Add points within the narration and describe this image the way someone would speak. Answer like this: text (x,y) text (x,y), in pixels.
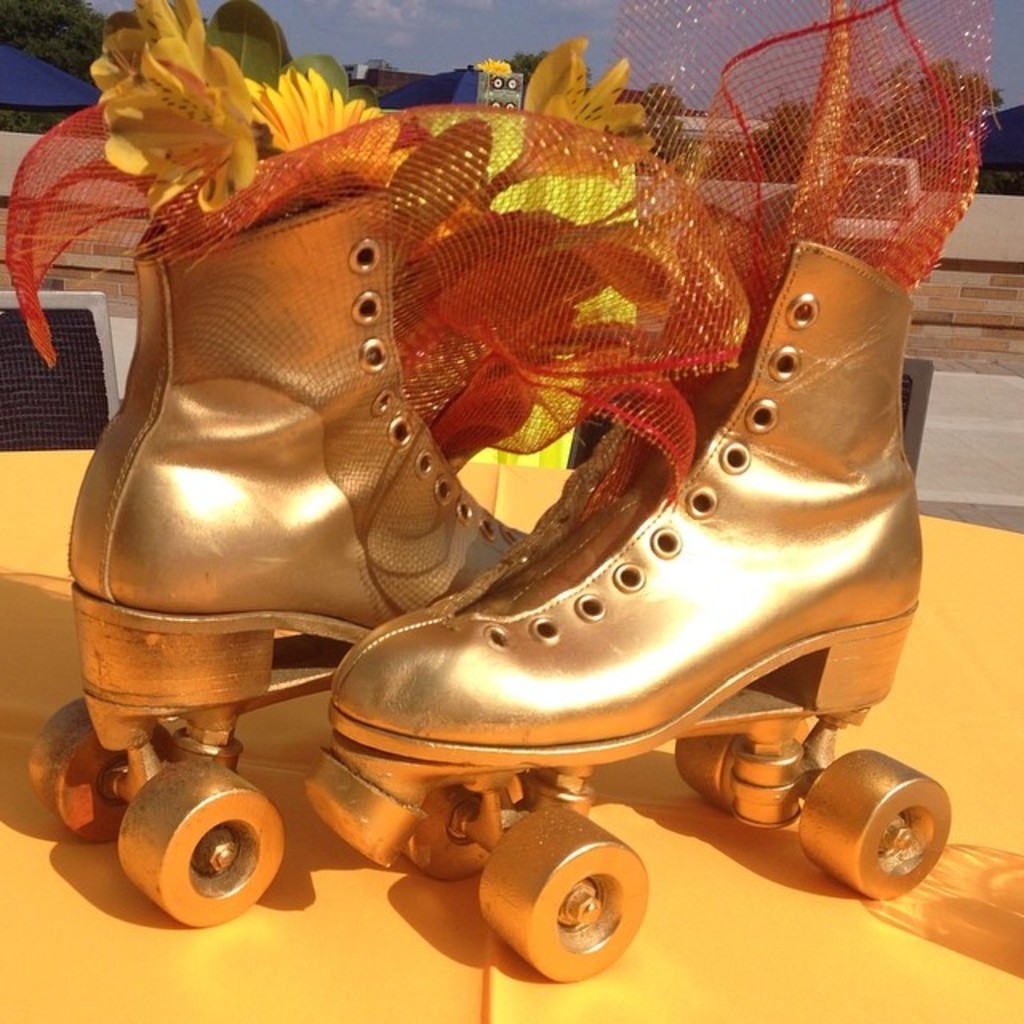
In this image, we can see gold color skating shoes (404,639) with some decorative objects (734,284) and flowers (475,225) placed on the yellow surface (752,975). Background (968,331) we can see chairs (1,400), wall (978,316). Top of the image (343,42), we can see trees (22,111), houses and sky (484,45).
